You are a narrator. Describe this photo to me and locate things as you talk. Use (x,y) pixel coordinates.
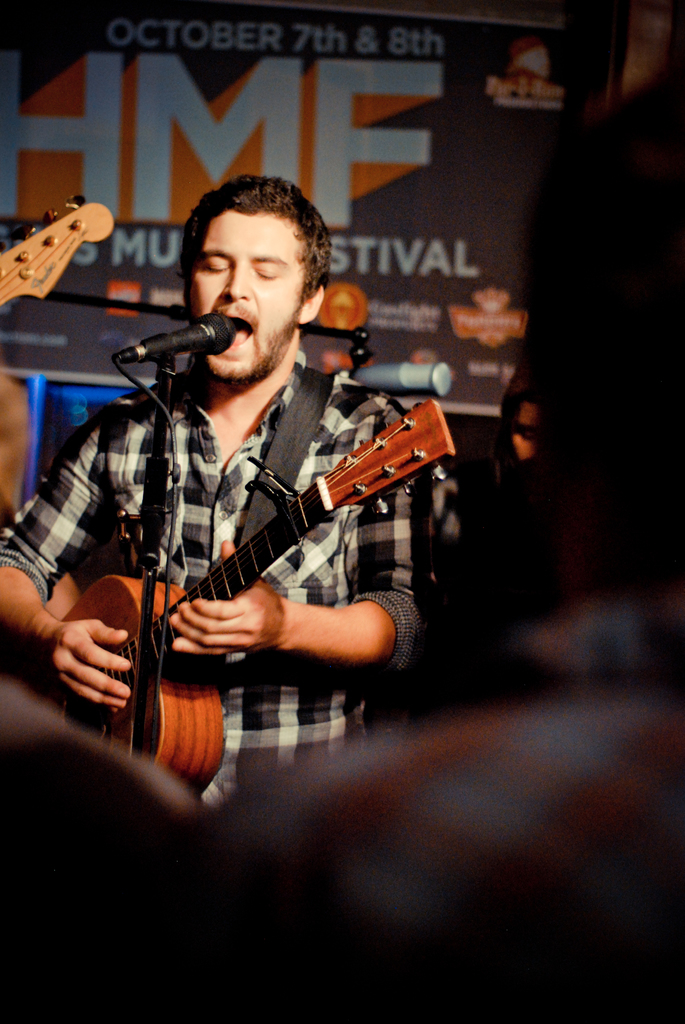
A man (227,240) is singing with a mic (217,345) in front of him while playing a guitar (319,494).
